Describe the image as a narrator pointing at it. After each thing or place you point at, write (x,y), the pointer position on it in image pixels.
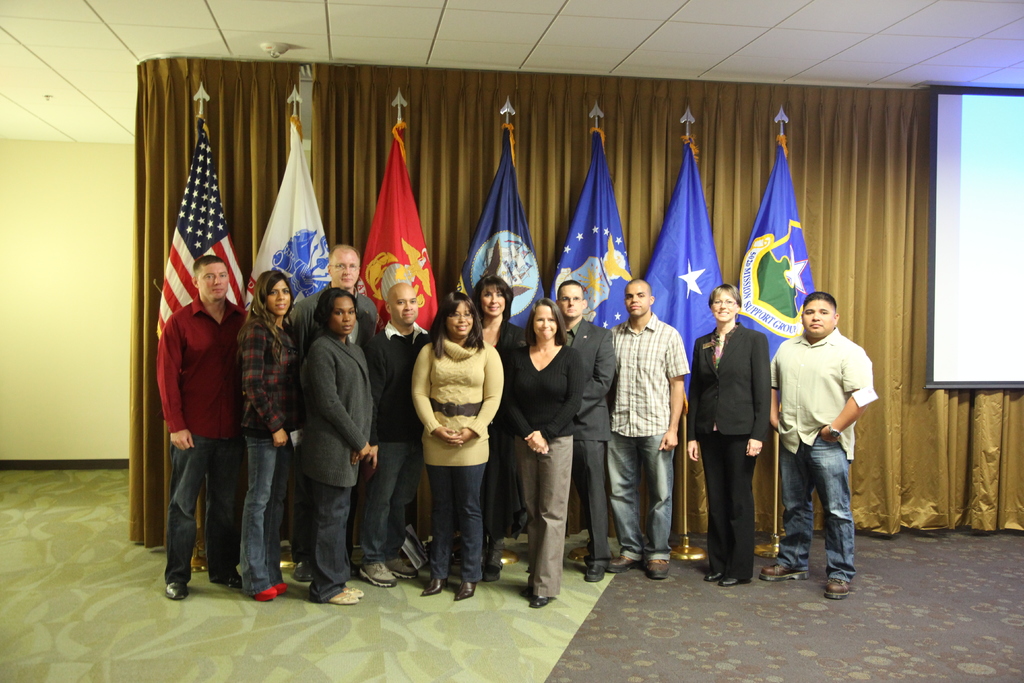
In this image, we can see a group of people (603,496) are standing on the floor (796,668). They are watching. Here we can see few people (460,363) are smiling. Background (884,287) we can see curtain (648,256), flags (467,258), rod stands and wall (64,320). On the right side of the image (973,228), we can see the screen (1009,231). Top of the image (771,42), there is a ceiling (780,30).
